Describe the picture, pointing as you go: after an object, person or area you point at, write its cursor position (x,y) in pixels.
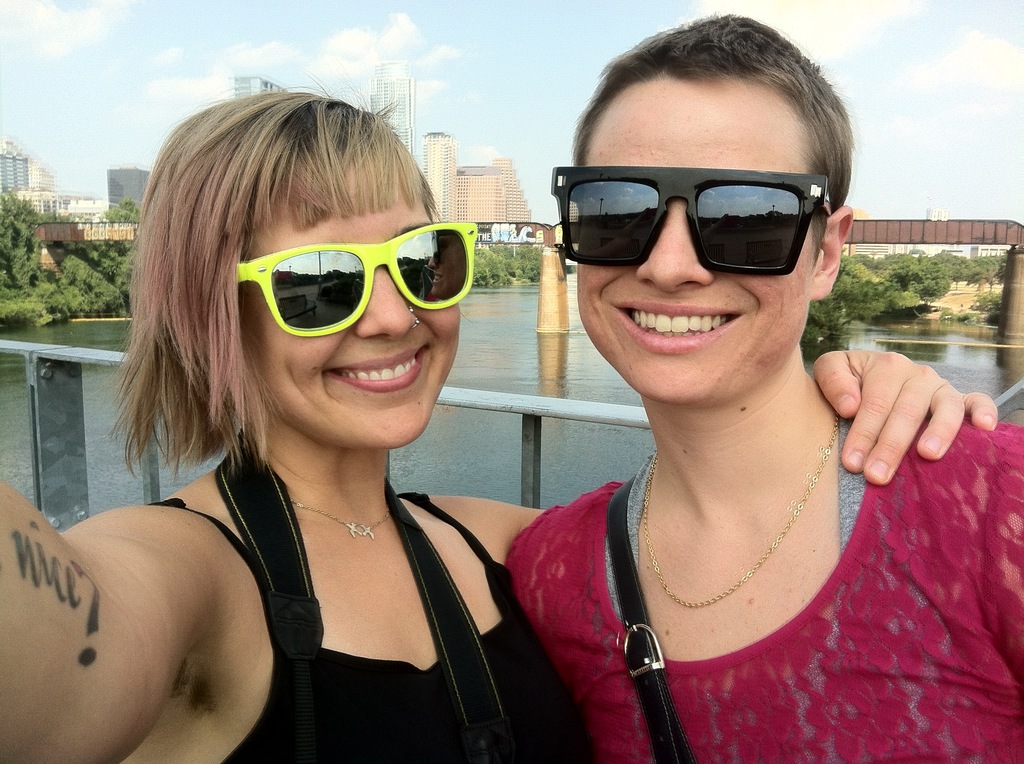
In front of the picture, we see two women (640,566) are standing. Both of them are wearing goggles (767,266). They are smiling. Both of them are posing for the photo. Behind them, we see a railing (156,457). Behind them, we see water (559,380) and this water (554,383) might be in the lake (514,416). We see a bridge (514,243). There are trees (22,283) and buildings (439,190) in the background (876,283). At the top of the picture (491,64), we see the sky (184,91) and the clouds (220,89).
